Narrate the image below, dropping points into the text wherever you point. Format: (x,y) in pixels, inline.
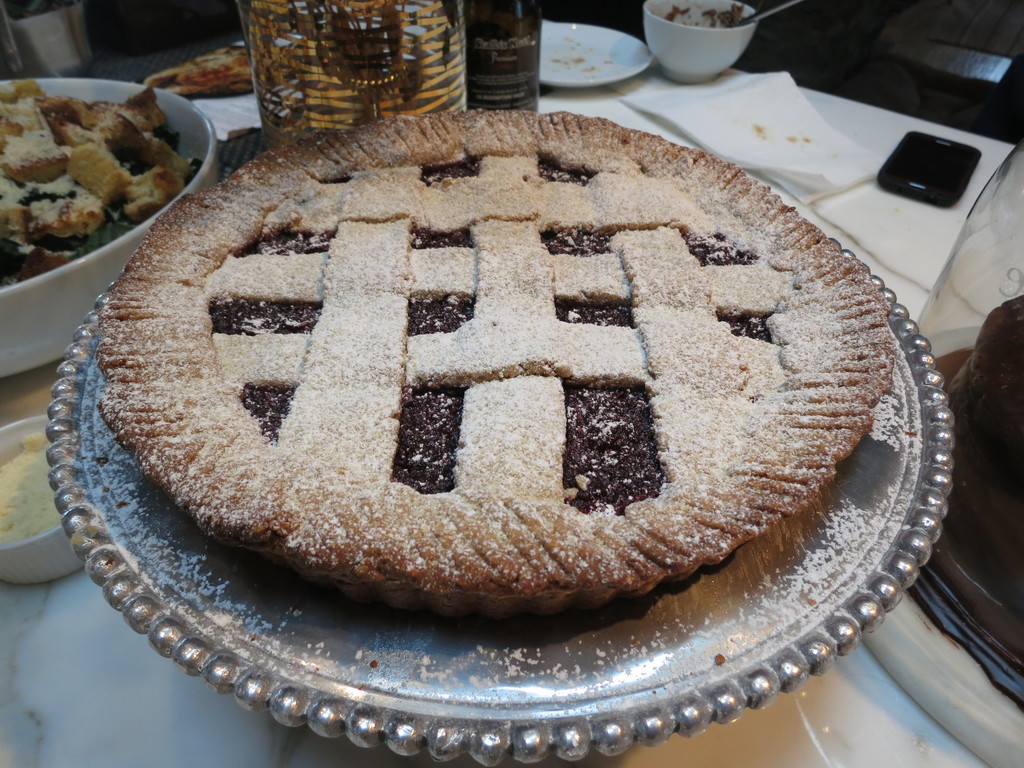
In this image I can see plates (551,81), bowls (202,137), bottles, tissue papers (774,175), phone (916,182) kept on table (142,690), on the top of plate (157,648) I can see food item (295,333).
